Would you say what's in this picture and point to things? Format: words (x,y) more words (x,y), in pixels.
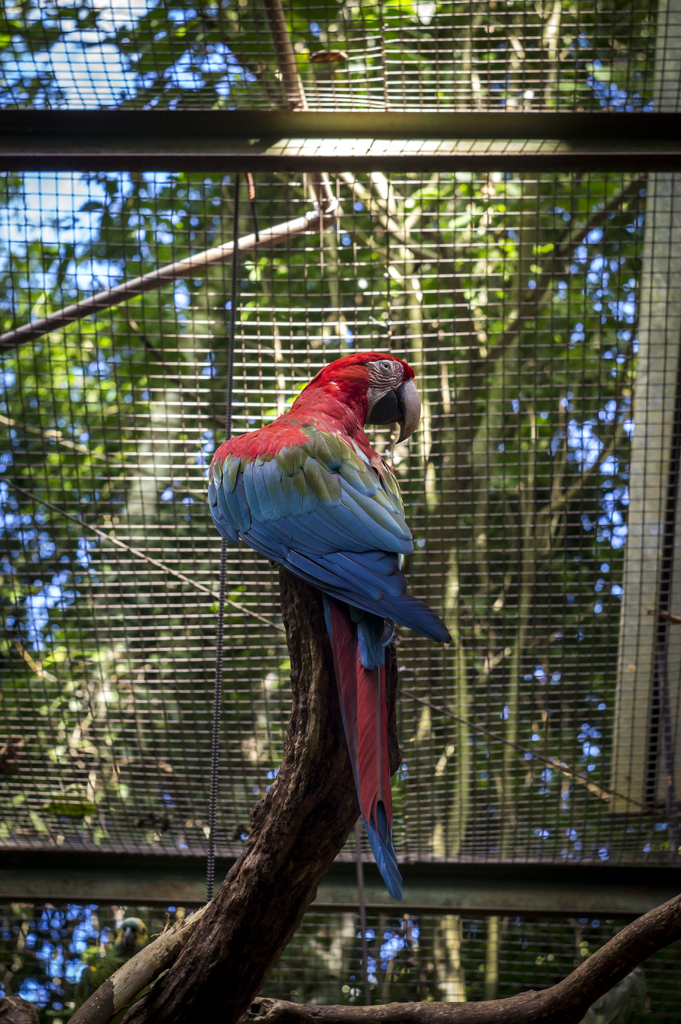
This image consists of a bird (397,605) in red and blue color. At the bottom (253,893), we can see a stem (221,950). In the background (184,379), there is a fencing (445,4) made up of iron (173,222). And we can see the trees (204,274).
